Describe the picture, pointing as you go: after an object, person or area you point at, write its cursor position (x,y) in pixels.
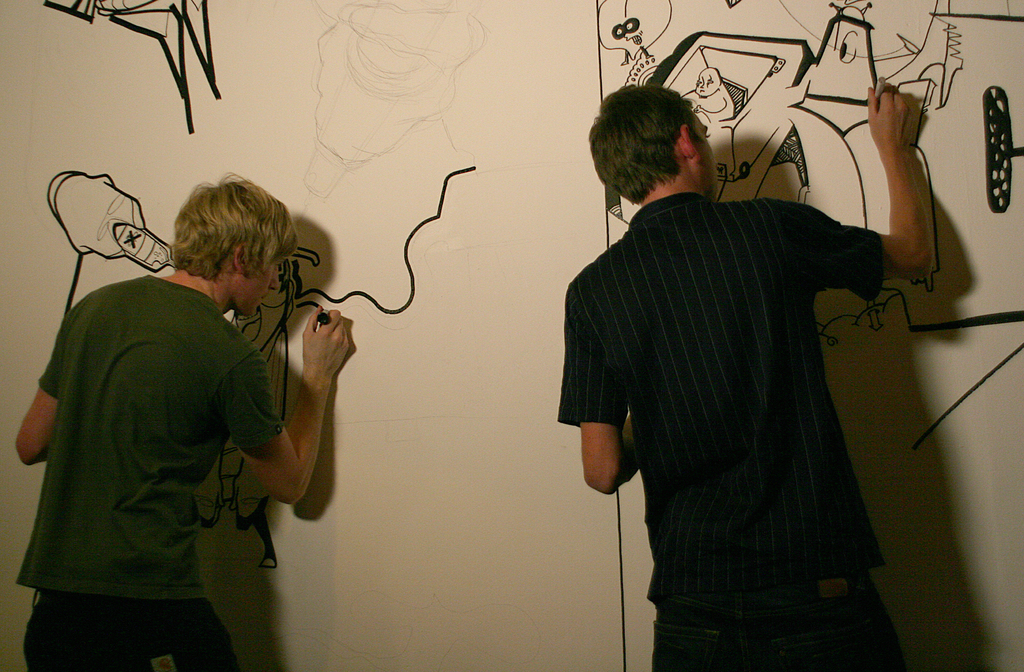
In this image we can see two persons (773,389) drawing sketches (408,108) on the wall (491,95).
